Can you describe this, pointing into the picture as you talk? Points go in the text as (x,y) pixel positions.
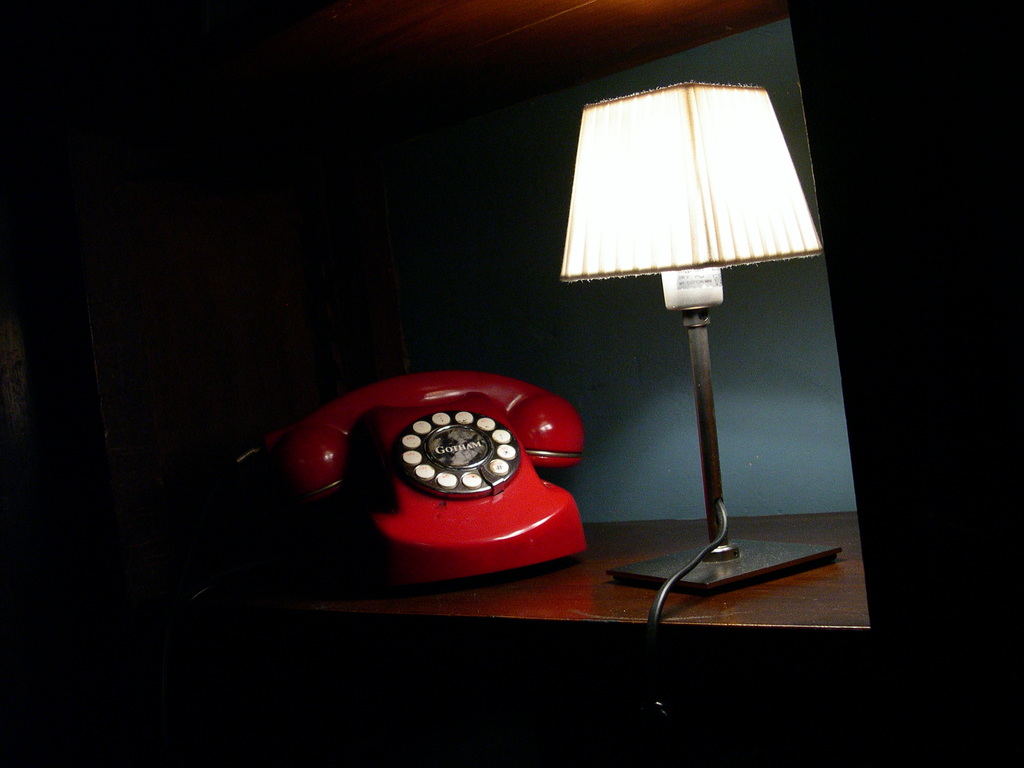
On the table (545,588) there is a red color telephone (445,490) and a lamp (703,268) on it.
